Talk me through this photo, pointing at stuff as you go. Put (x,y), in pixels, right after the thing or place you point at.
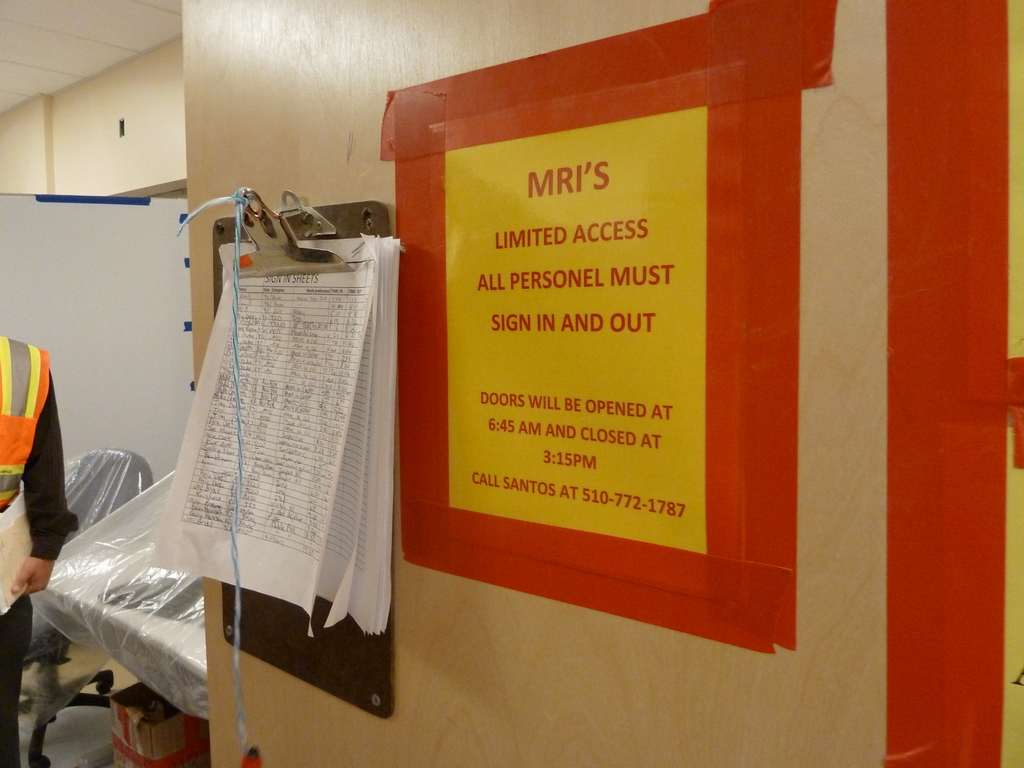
In this image I can see a cream colored wall (564,702) to which I can see a yellow colored poster (601,365) which is attached with a red colored tape (726,490), a black colored board (334,671) with few papers (334,482) and in the background (18,344) I can see a person (38,399) standing, a chair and a desk (178,588) which are covered with transparent covers (126,538).
